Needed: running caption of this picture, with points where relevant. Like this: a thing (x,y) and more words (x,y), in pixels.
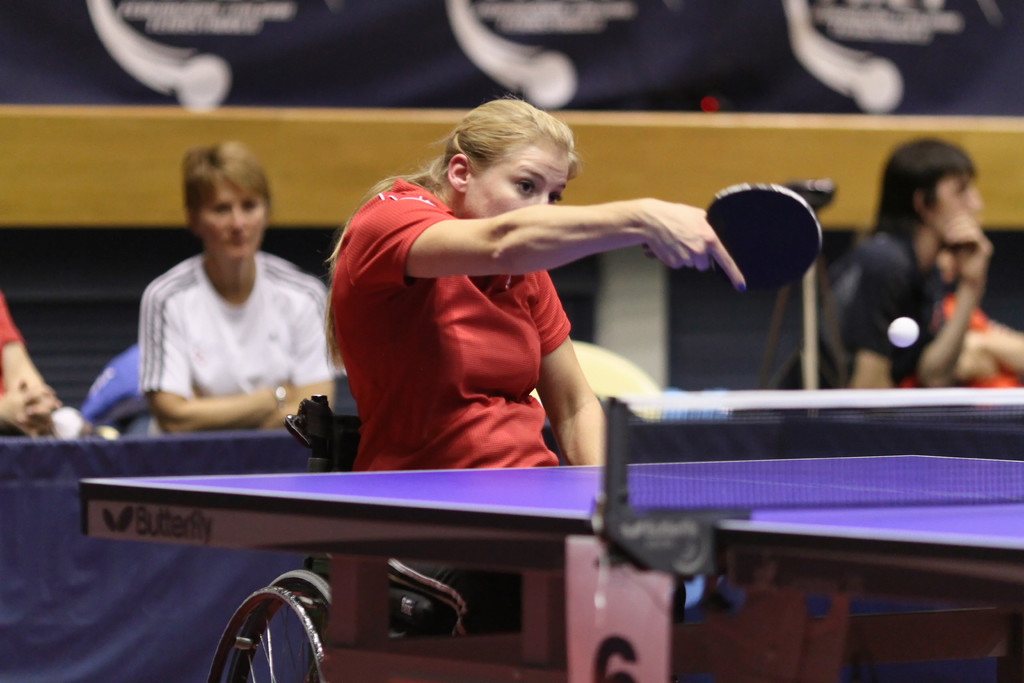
In this image I can see a woman (428,348) is sitting on a wheelchair (310,679) facing towards the right side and playing a table tennis. In front of her there is a table (392,493). In the background (977,370) there are few people (266,295) sitting on the chairs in front of the table (63,578) which is covered with a cloth (31,580). At the back of these people (237,173) there is a wooden plank (241,141) and I can see a black color cloth (355,62).
